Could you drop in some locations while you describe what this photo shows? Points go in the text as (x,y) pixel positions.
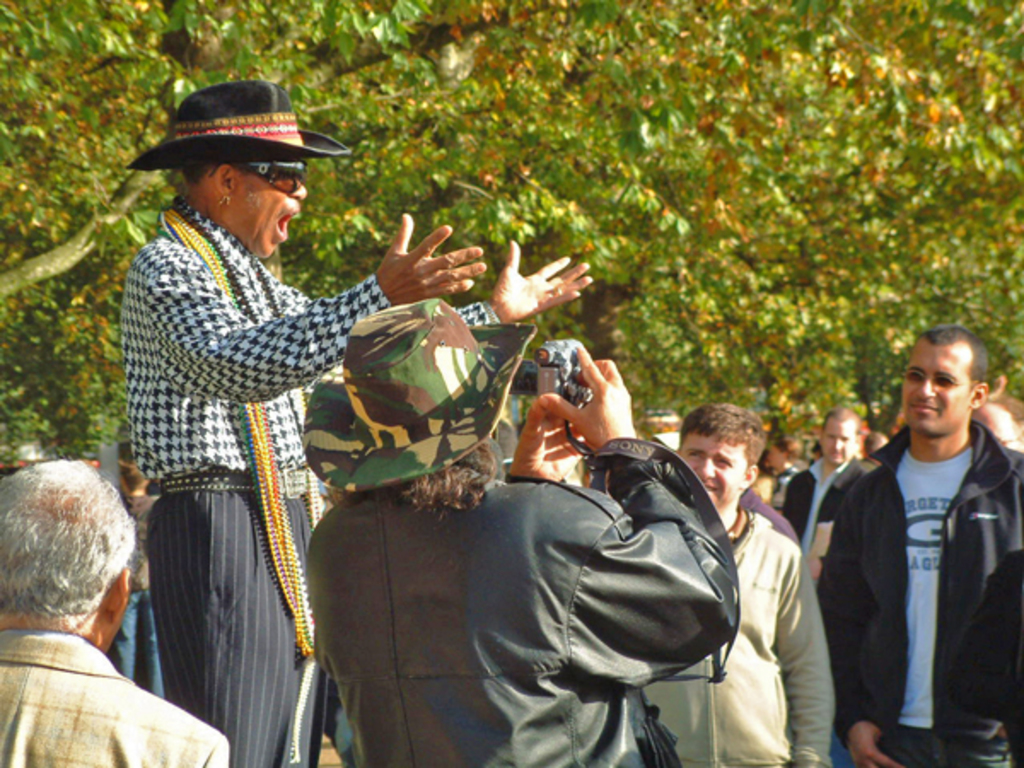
In this image we can see people (619,570). The person (703,589) standing in the center (531,381) is holding a camera (547,390). In the background (112,399) there are trees (498,183).
